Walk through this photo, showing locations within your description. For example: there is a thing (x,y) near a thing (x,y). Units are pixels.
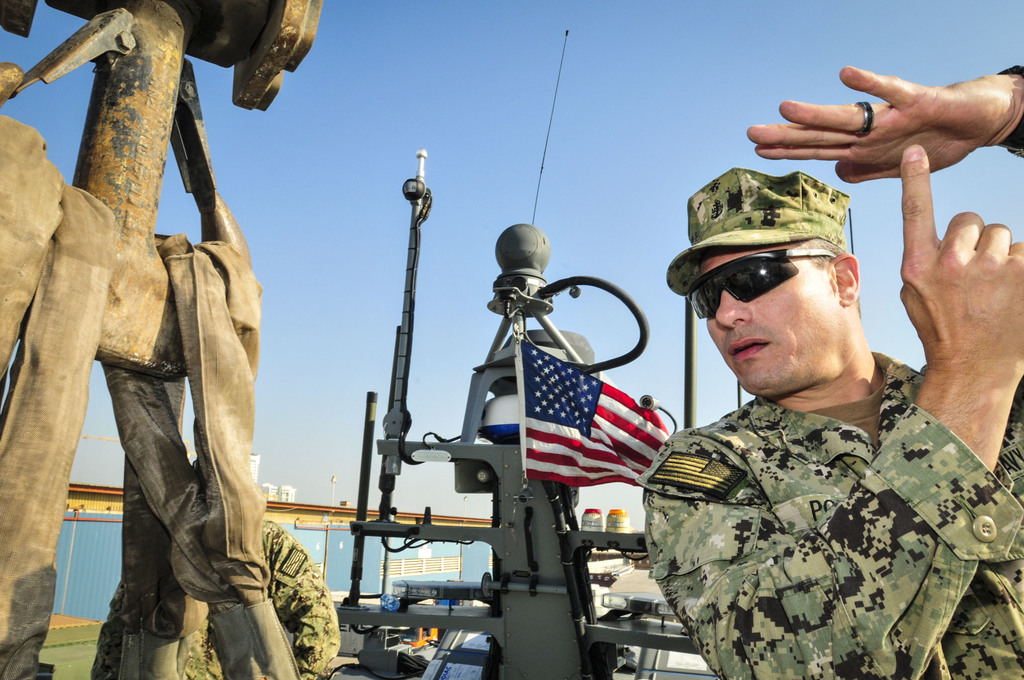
In this image we can see two persons (716,444), there are mechanical instruments (449,614), there is a wall (75,567), a flag (549,474), there are houses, also we can see the sky (529,143).
